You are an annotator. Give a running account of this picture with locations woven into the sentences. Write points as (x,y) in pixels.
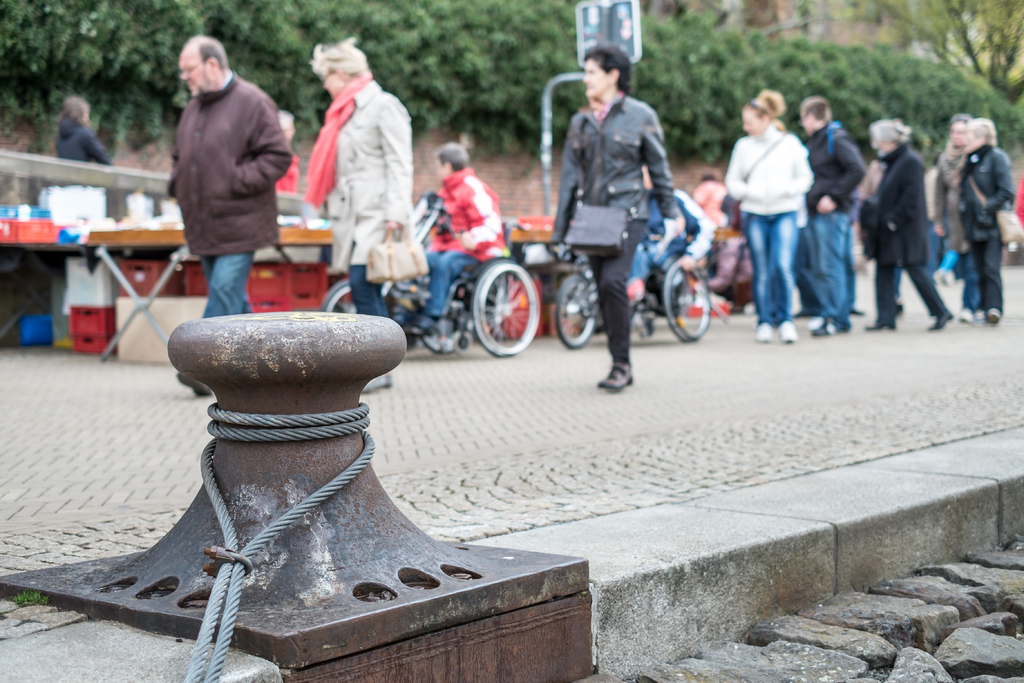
In this image we can see group of persons (630,213) standing on the ground (838,372). Some persons (890,223) are carrying bags (395,270). Two persons (439,255) are sitting on wheelchairs (642,298). In the background (291,264), we can see group of tables (156,236), containers (154,265) placed on the ground (185,391), a group of trees (688,156) and sign board (610,14). In the foreground (321,376) we can see a pole (314,394) with cable (223,590) and some rocks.
